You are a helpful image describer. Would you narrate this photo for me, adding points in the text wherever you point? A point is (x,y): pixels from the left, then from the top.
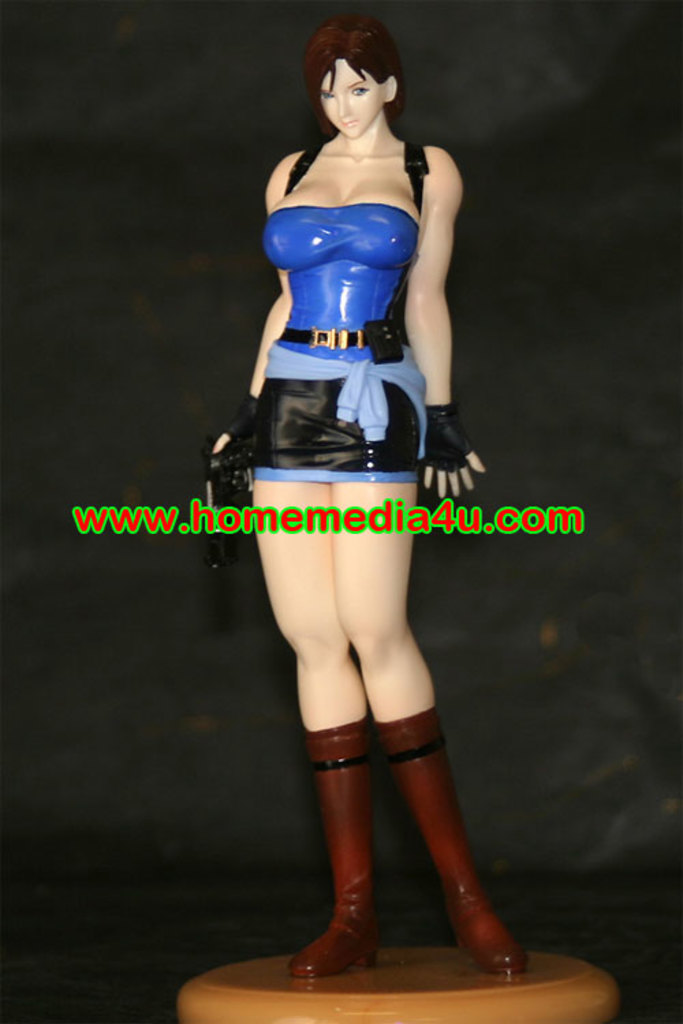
In this picture I can observe an animation of a woman (353,150) in the middle of the picture (316,673). I can observe text (290,521) in the middle of the picture (389,521). The background (623,507) is dark.
